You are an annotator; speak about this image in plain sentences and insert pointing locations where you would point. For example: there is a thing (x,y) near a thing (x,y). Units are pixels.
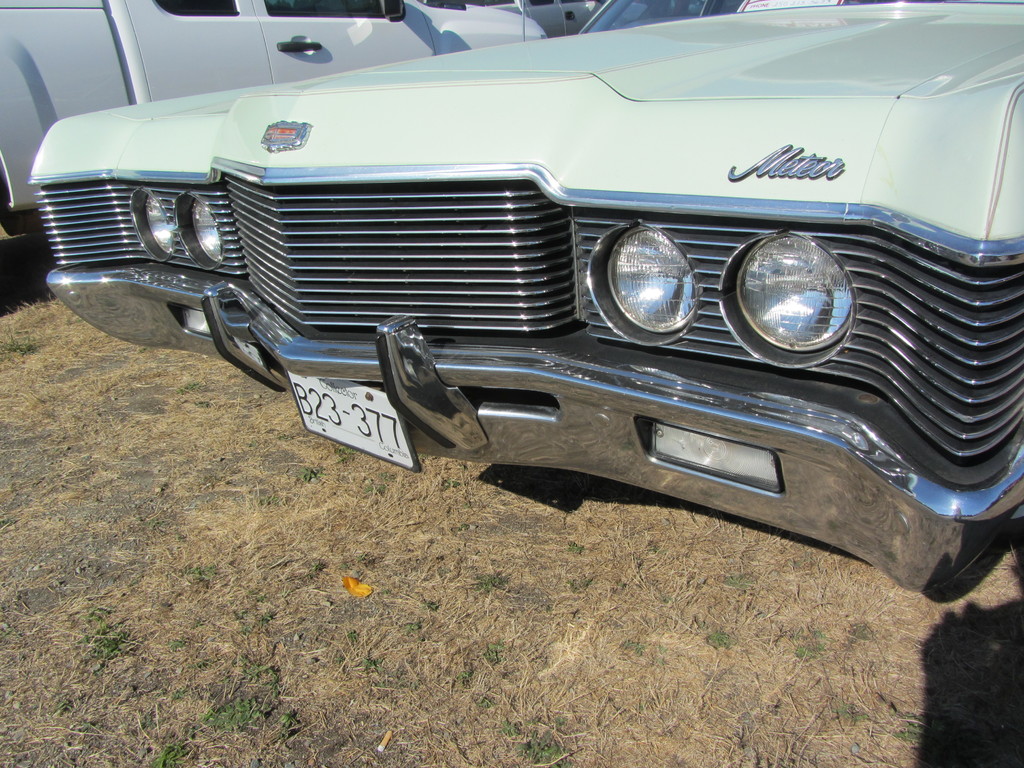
In this picture we can see some vehicles (555,272) are parked on the grass (277,465).
